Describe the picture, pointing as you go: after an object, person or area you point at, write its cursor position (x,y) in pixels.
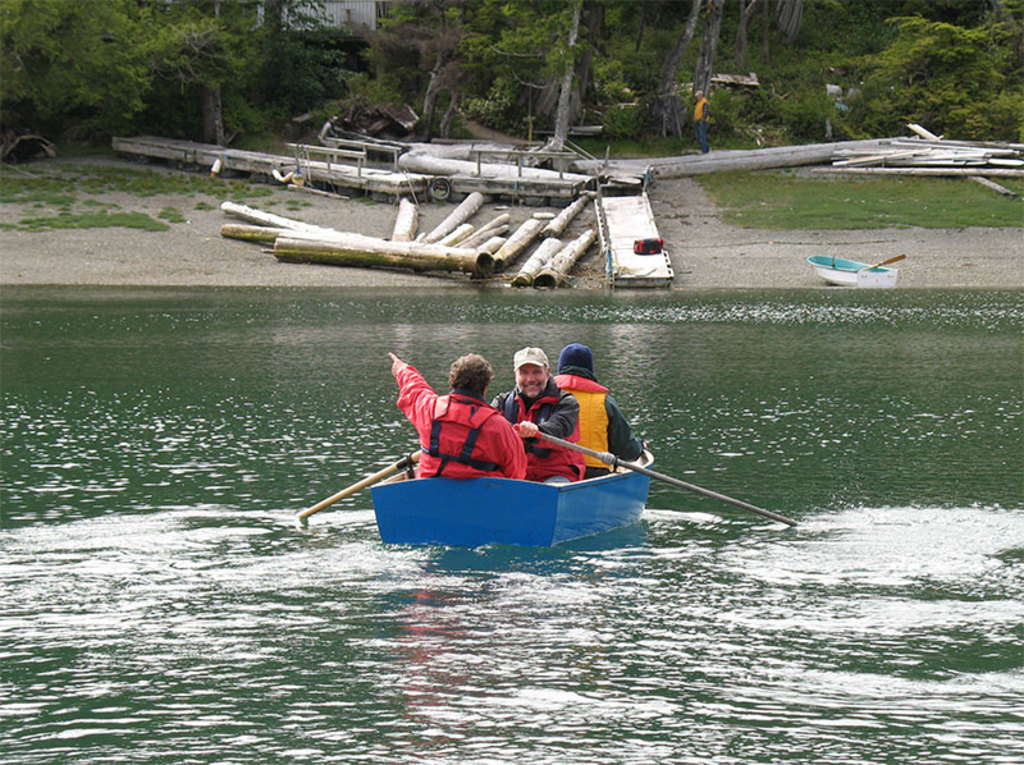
In this image there is a boat (580,497) in that boat (446,502) there are three persons (553,450) sitting and smiling on a river (126,497), in the background (935,264) there is a land (935,264) on that land (880,255) there is a boat (835,271) logs (432,233), trees (880,126) and a person (705,107) standing.
